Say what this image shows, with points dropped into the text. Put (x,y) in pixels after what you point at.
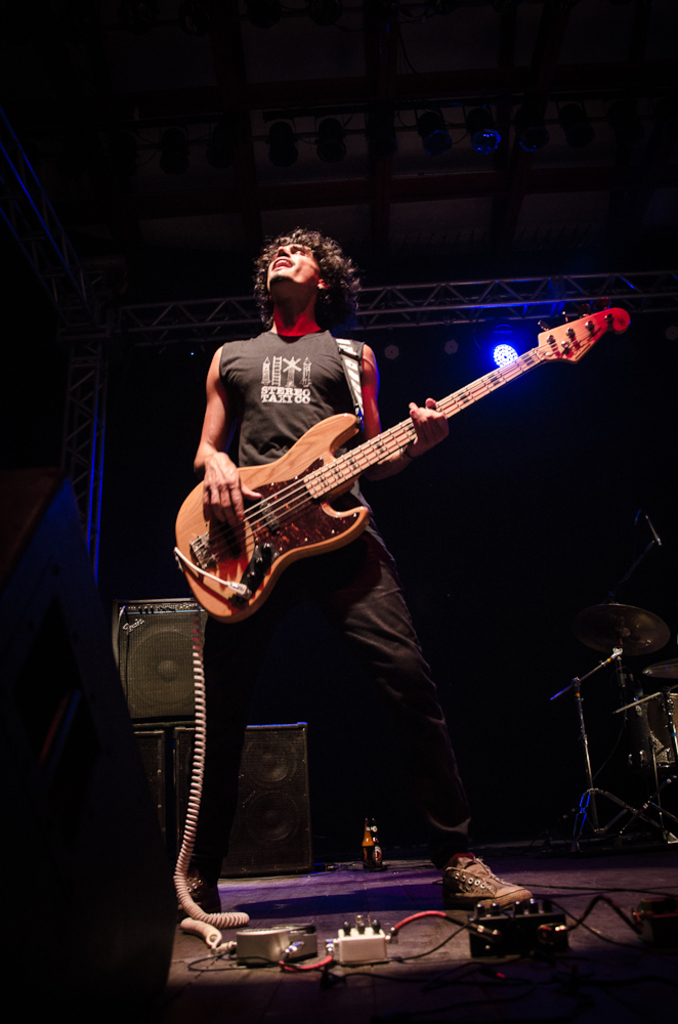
In this image i can see a person (326,293) standing and holding a guitar (345,478). In the background (190,653) i can see a speaker (184,682), few musical instruments (671,743) and a light (499,348).
